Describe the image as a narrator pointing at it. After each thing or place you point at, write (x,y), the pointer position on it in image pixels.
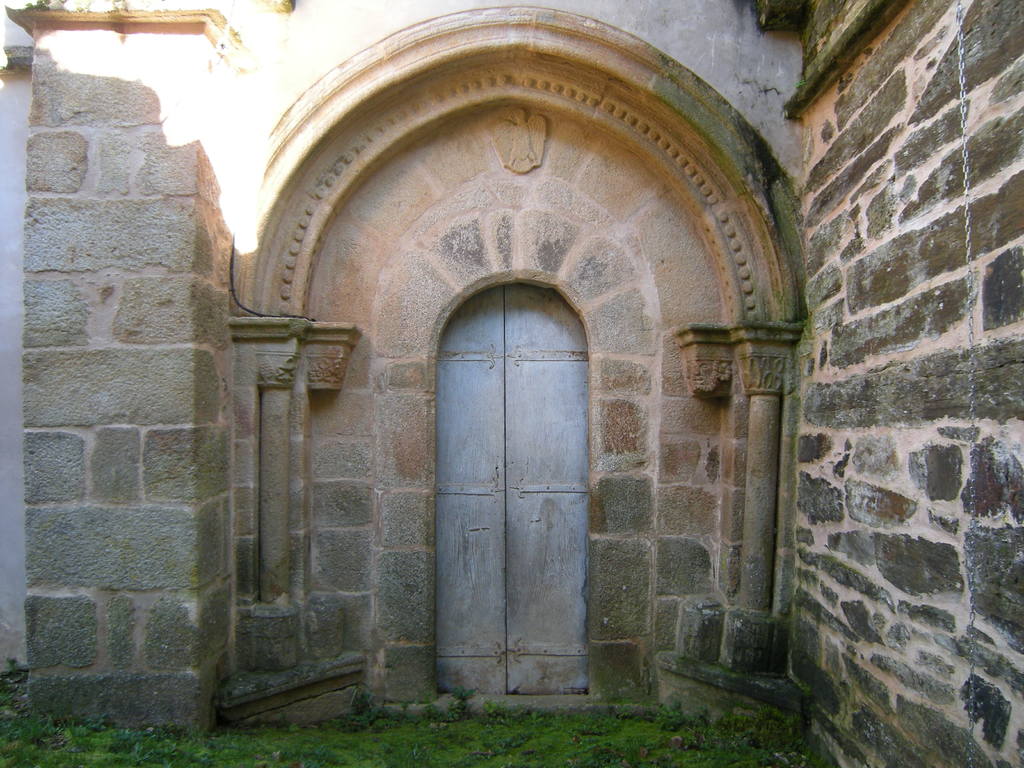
In this picture we can see grass (553,757) on the ground (621,739) and in the background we can see a wall (1019,88), arch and doors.
